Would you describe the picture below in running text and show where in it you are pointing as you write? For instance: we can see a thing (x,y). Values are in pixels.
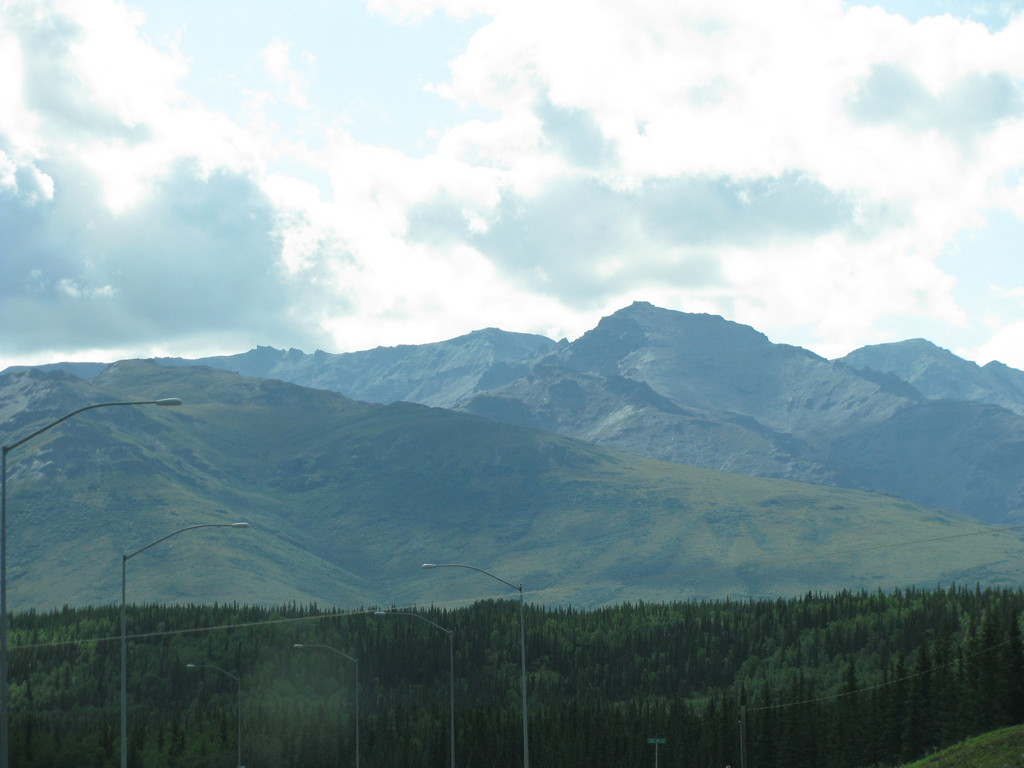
Here in the image we can see beautiful view of the nature. In the front (301,649) there are big street poles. Behind there are many trees (479,641) and in the background (380,586) there are huge mountains (680,409).
